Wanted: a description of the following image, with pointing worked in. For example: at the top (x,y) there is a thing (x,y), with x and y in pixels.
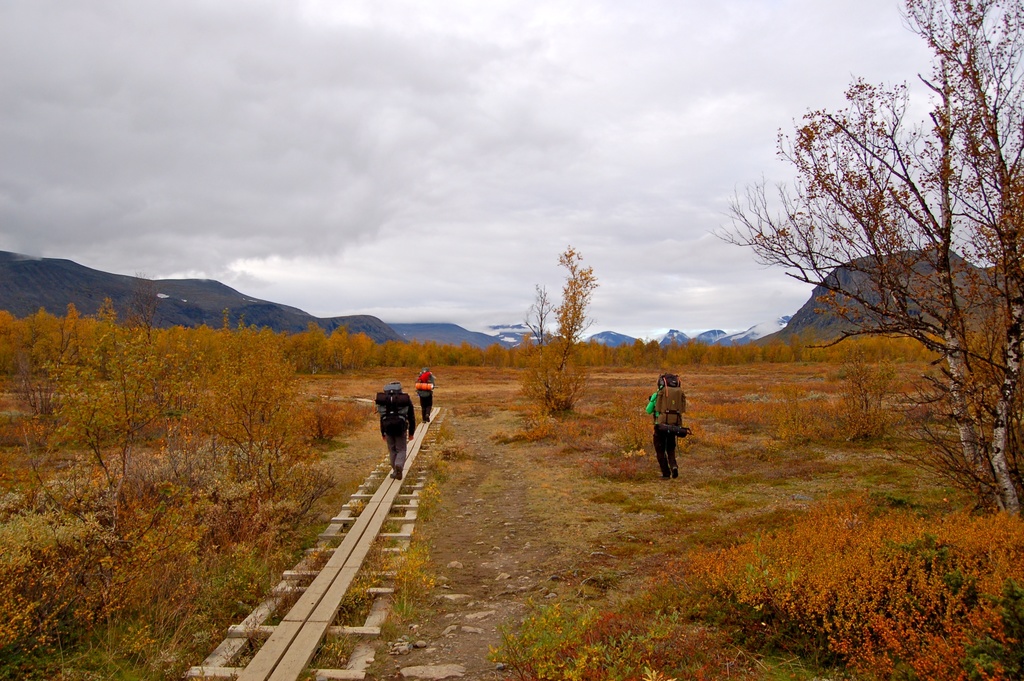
In this image I can see in the middle (389,440) two persons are walking on the wooden things (389,534). They wore bags (401,408), on the right side (785,234) there is another person (673,464), there are trees (194,340), at the back side (231,317) there are hills (211,322), at the top (519,133) it is the cloudy sky (442,196).
